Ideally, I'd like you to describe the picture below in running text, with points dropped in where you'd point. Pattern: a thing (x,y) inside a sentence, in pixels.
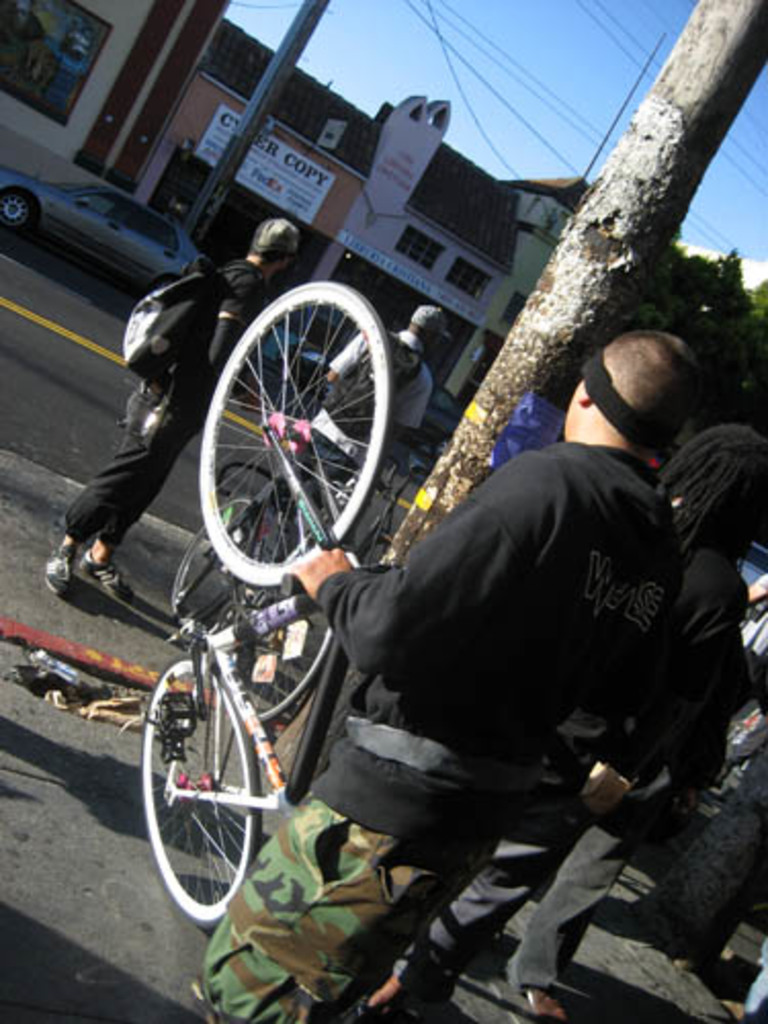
This image consists of few persons (384,778) standing on the road (166,832). In the front (433,746), there is a man (349,728) wearing black dress (395,721). He is holding a bicycle (321,681). In the background (279,157), we can see buildings (47,81) and a car (43,201). At the top (612,112), there is sky (574,76). On the right (607,219), there is a tree (596,299). At the bottom (65,737), there is a road (75,878).
